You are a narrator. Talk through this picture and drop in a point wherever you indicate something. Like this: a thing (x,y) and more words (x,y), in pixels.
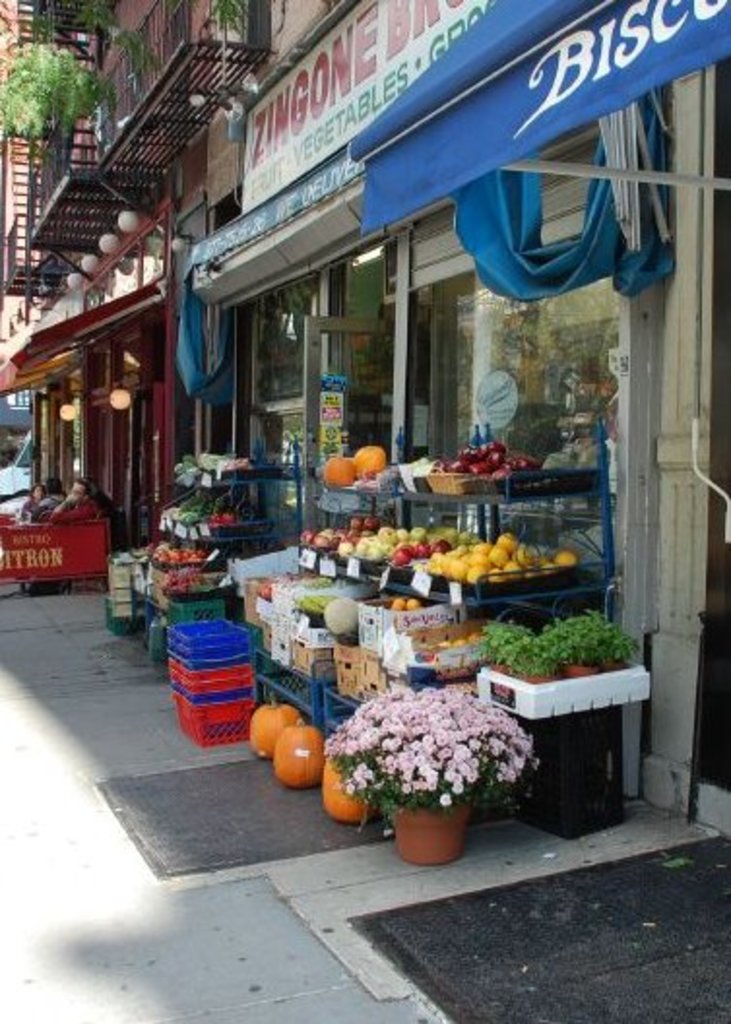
In this image I can see few fruits (457,554) and vegetables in the baskets (457,628). In front (434,749) I can see few flowers (438,696) in pink color. In the background (436,365) I can see few stalls (459,151), lights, plants (50,126) and few buildings (209,85).
